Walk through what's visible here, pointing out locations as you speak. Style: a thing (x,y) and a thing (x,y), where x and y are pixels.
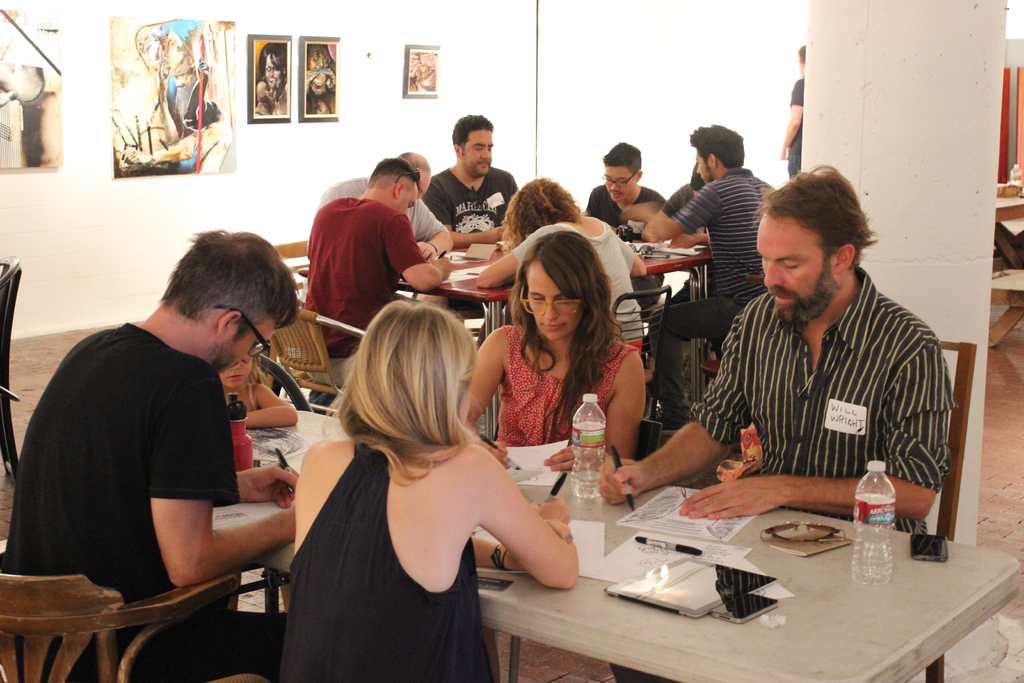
This picture describes about group of people (87,510) few are seated on the chair (81,585) and few are standing, in front of them we can find water bottles (868,522), papers (677,495), pens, mobiles (921,554) on the table (793,646), in the background (196,75) we can see wall paintings (203,98) on the wall (349,93).
